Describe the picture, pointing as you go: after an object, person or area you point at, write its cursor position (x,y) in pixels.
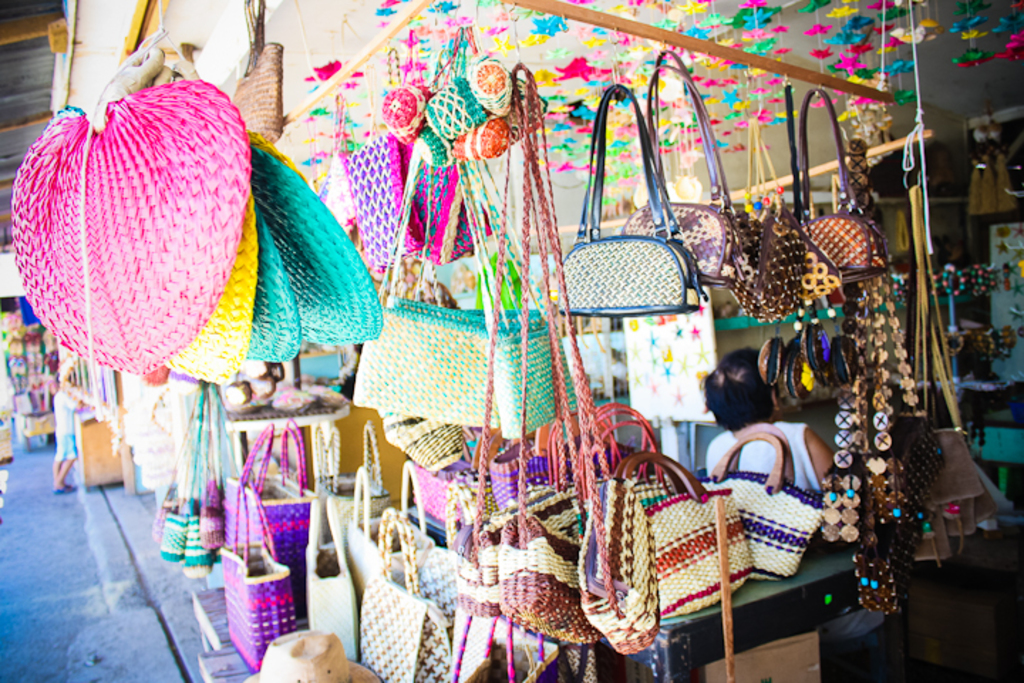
In this image we can see a store (637,432). There are many objects (443,597) are placed in a store (218,675). A person (74,459) is standing at the left side of the image (67,431).
